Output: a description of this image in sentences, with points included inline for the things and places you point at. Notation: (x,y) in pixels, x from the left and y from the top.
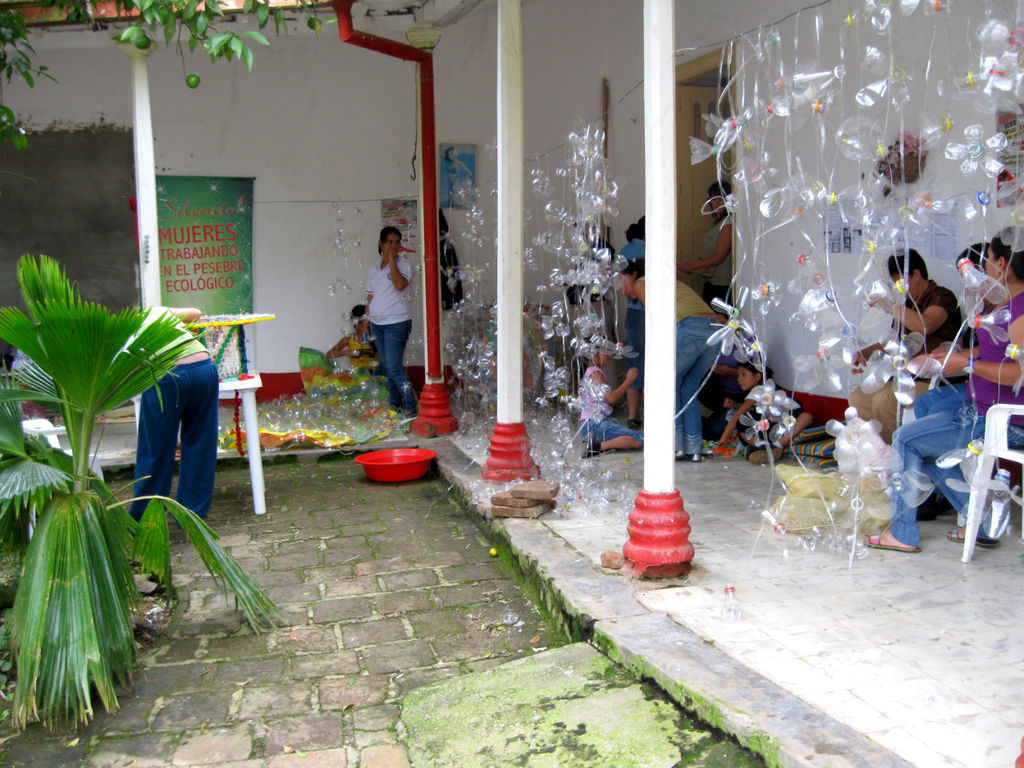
There are few people (1021,274) here and we can see few bottles (801,189) tied to a rope (690,47) which is hanging over here. On the left (63,523) there is a plant (61,386), banner (231,258) and a wall (387,126).
